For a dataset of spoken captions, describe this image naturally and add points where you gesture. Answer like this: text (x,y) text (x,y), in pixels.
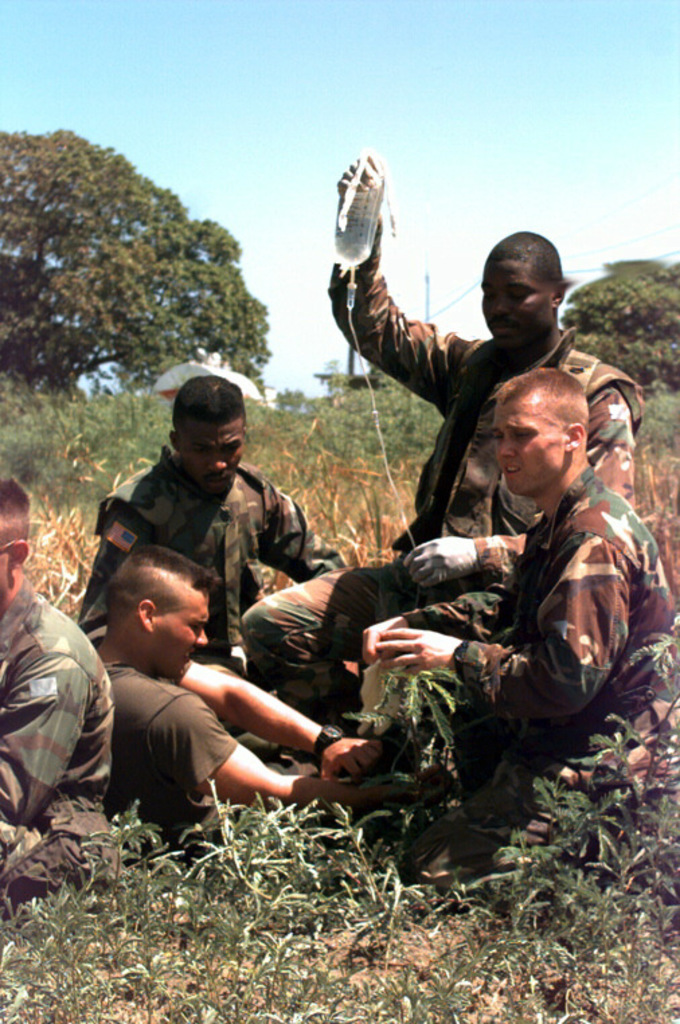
In this image, I can see a group of people (139,565) sitting. At the bottom of the image (227,906), I can see the plants (320,928). In the background (509,58), there are trees (95,209) and the sky (268,84).
